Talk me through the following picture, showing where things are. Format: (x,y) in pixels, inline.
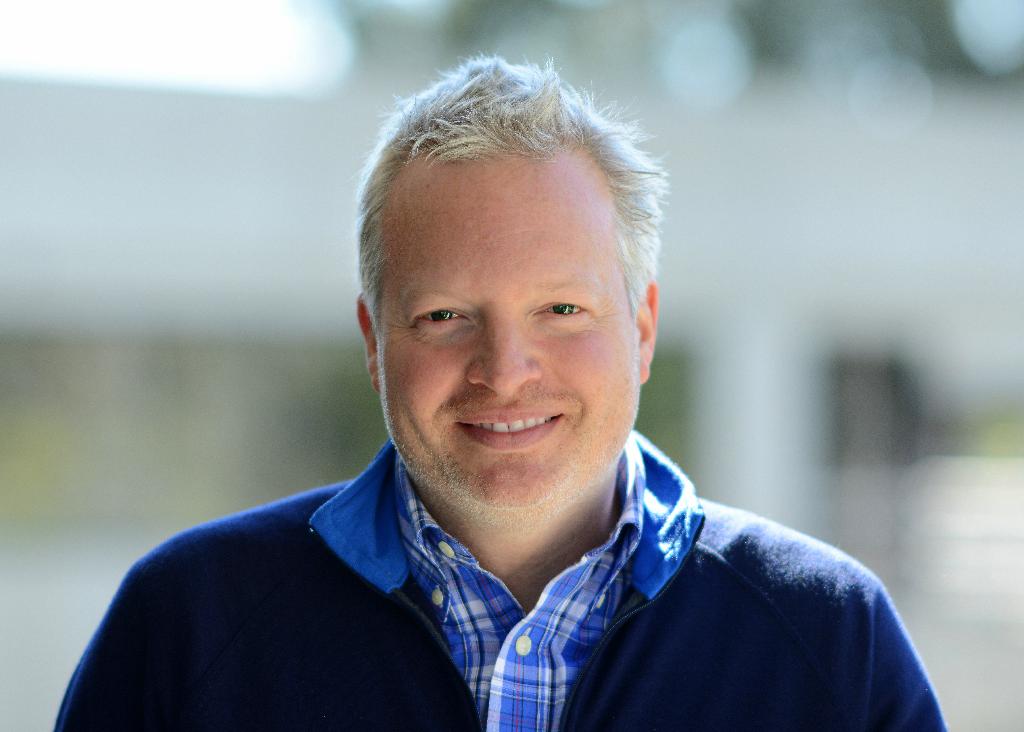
in this image we can see a person (428,493) wearing a blue jacket (830,615) and a shirt (471,612).
